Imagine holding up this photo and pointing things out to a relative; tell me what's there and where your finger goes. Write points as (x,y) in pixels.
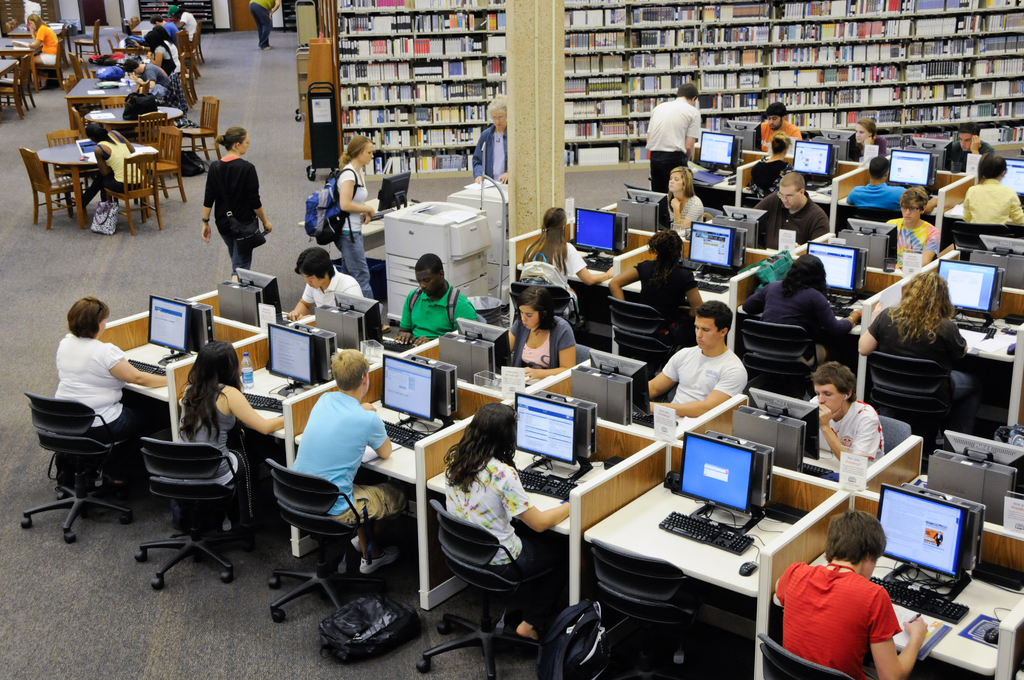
Here there are few people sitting on the chair (456,544) and working at their desks (553,376). In the background (455,131) we can see many books (457,137) in the book shelf (569,110) and few people (107,129) sitting in the chair (135,165) at the table (74,184). And this looks like a library hall (292,587).
